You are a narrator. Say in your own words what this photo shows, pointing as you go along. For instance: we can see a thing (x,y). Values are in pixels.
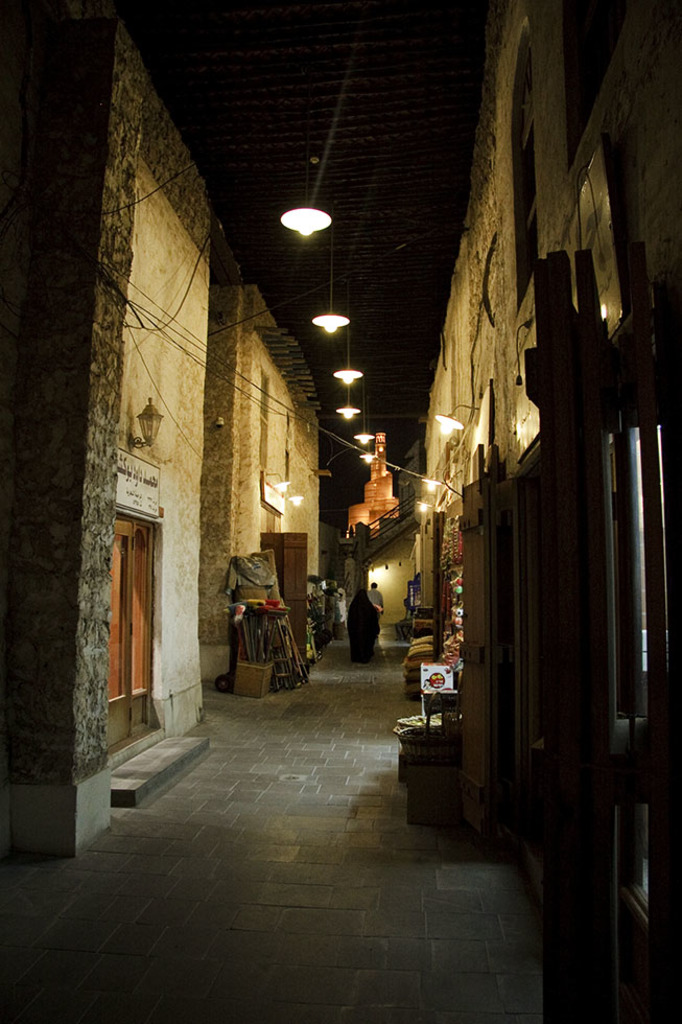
In this image we can see the buildings (275,450), some lights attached to the buildings (225,480), some objects (145,485) attached to the building wall (295,459) on the left side of the image (142,479), two persons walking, some wooden doors (296,597), some objects (337,583) in the shop (327,590), some wires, some objects (314,618) on the ground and some lights (303,220) attached to the object (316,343) looks like wires (257,315) at the top of the image (307,201).
